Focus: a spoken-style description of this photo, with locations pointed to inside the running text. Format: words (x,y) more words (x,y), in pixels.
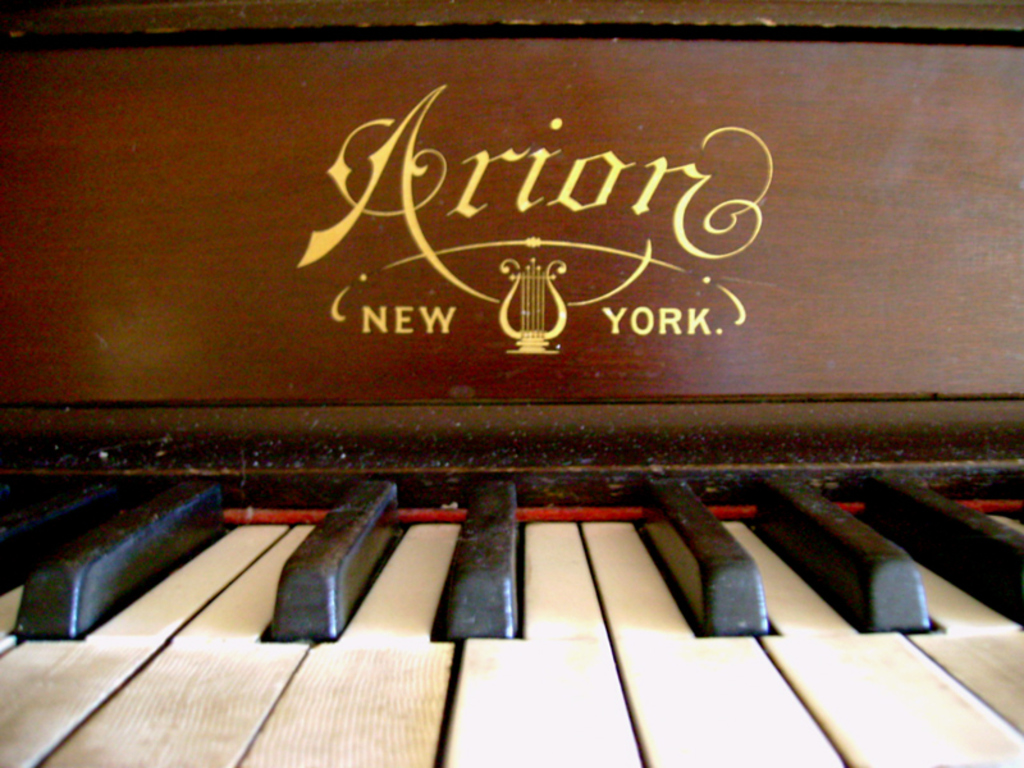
In this image i can see a piano (544,548).
